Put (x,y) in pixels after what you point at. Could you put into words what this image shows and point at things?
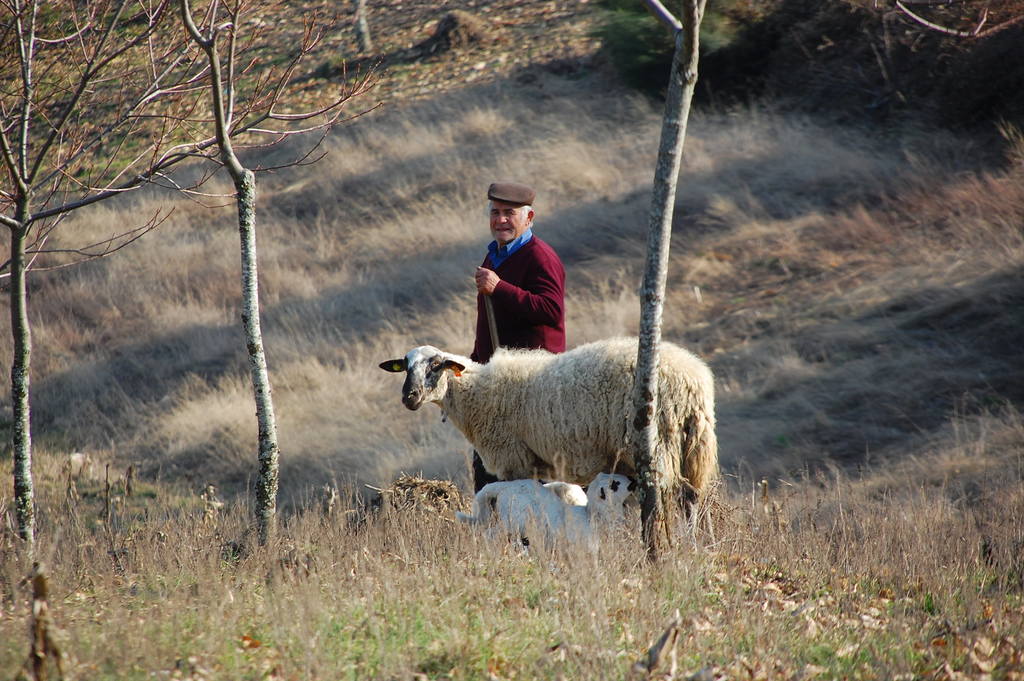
In this image in the center (539,374) there is one person (529,338), and sheep (552,427) and also there is one baby sheep (505,518). At the bottom (275,608) there are some plants (698,593) and some dry grass (276,579), and in the background (702,147) there is grass (37,404), trees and plants (680,254).
